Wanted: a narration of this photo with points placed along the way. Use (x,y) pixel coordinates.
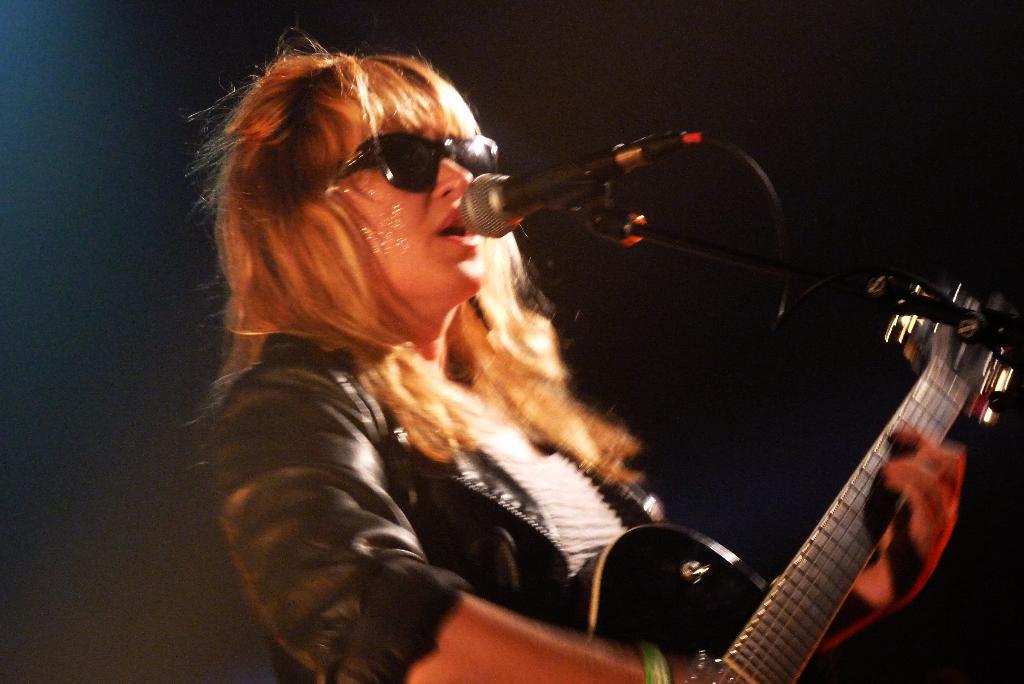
In this image we can see person (372,473) holding guitar (851,544) and speaking to the mic (477,222).
